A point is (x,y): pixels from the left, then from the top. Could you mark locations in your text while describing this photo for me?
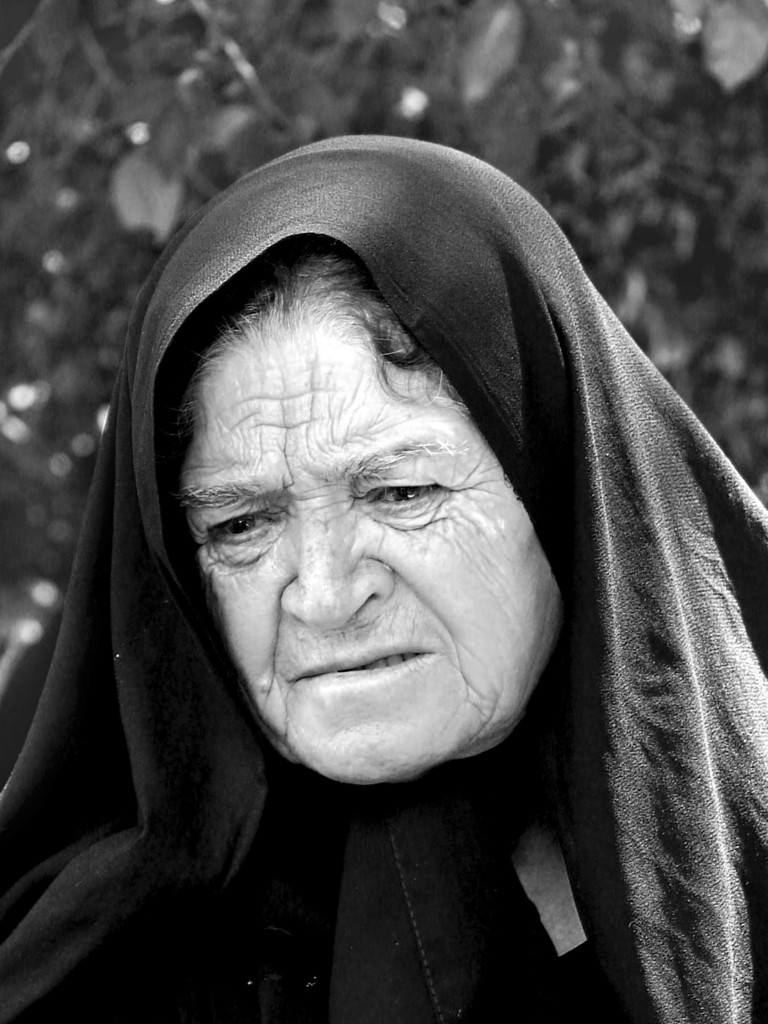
This picture shows a old woman (287,705). She wore a black color cloth (466,376) on her head (575,391) and we see trees (458,28) on the back (547,109).
